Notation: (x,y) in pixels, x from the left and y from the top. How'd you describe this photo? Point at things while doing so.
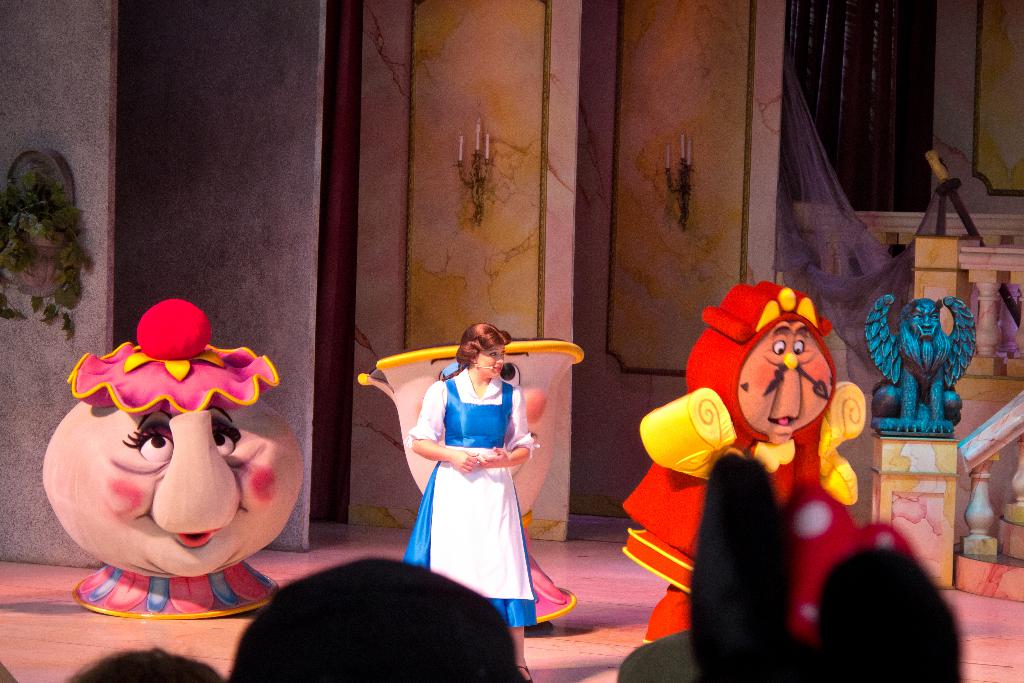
In this picture there is a lady (493,363) who is standing in the center of the image (444,444) and there are cartoon characters (157,364) in the center of the image (441,369).
